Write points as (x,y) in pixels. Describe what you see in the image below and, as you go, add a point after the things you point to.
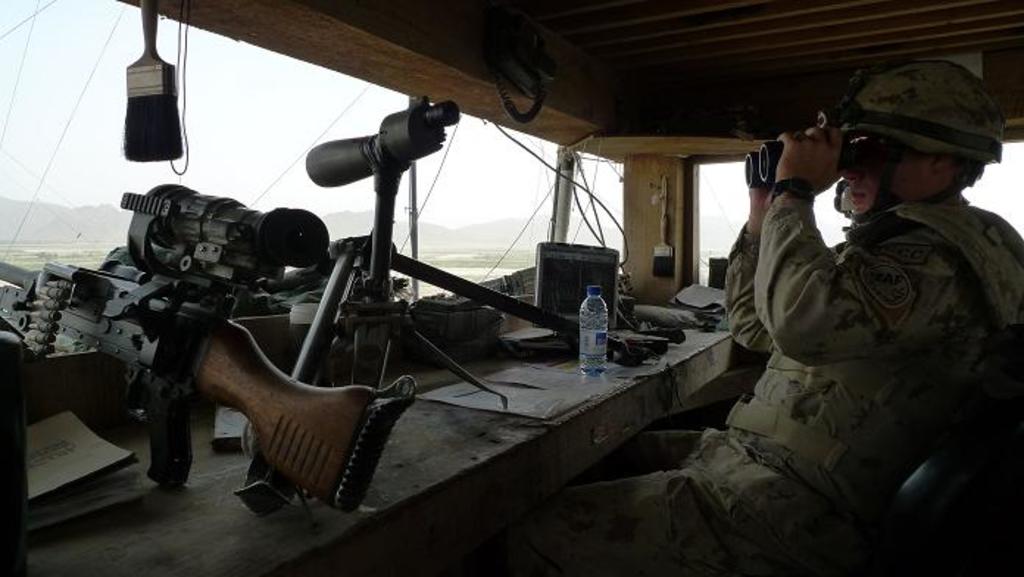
In this picture I can see a human (811,333) sitting and holding a binocular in his hands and I can see a gun (199,360), water bottle (597,348) and I can see a brush (162,133), a telescope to the stand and few items (461,313) on the table (493,427). I can see hills (544,225), trees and a cloudy sky (423,160).
